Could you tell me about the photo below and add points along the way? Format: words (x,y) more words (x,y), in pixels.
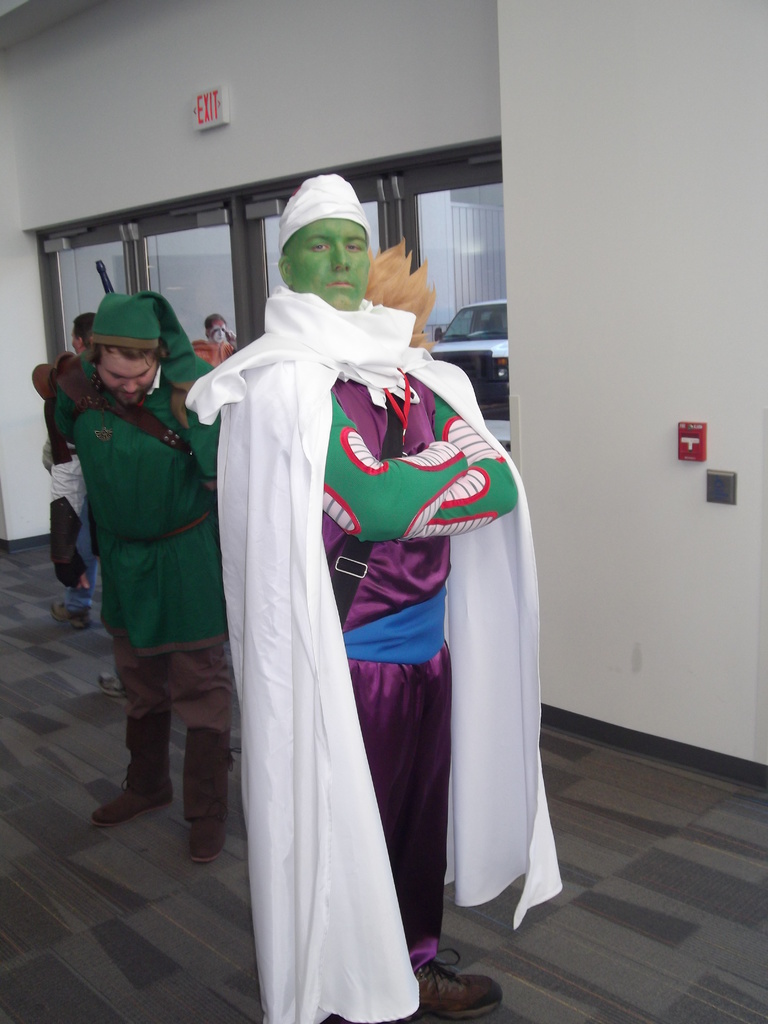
In this image I can see few people (295,337) are standing and I can see all of them are wearing costumes (185,479). In the background (183,276) I can see doors (86,265), a vehicle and here I can see an exit sign board (200,110).
